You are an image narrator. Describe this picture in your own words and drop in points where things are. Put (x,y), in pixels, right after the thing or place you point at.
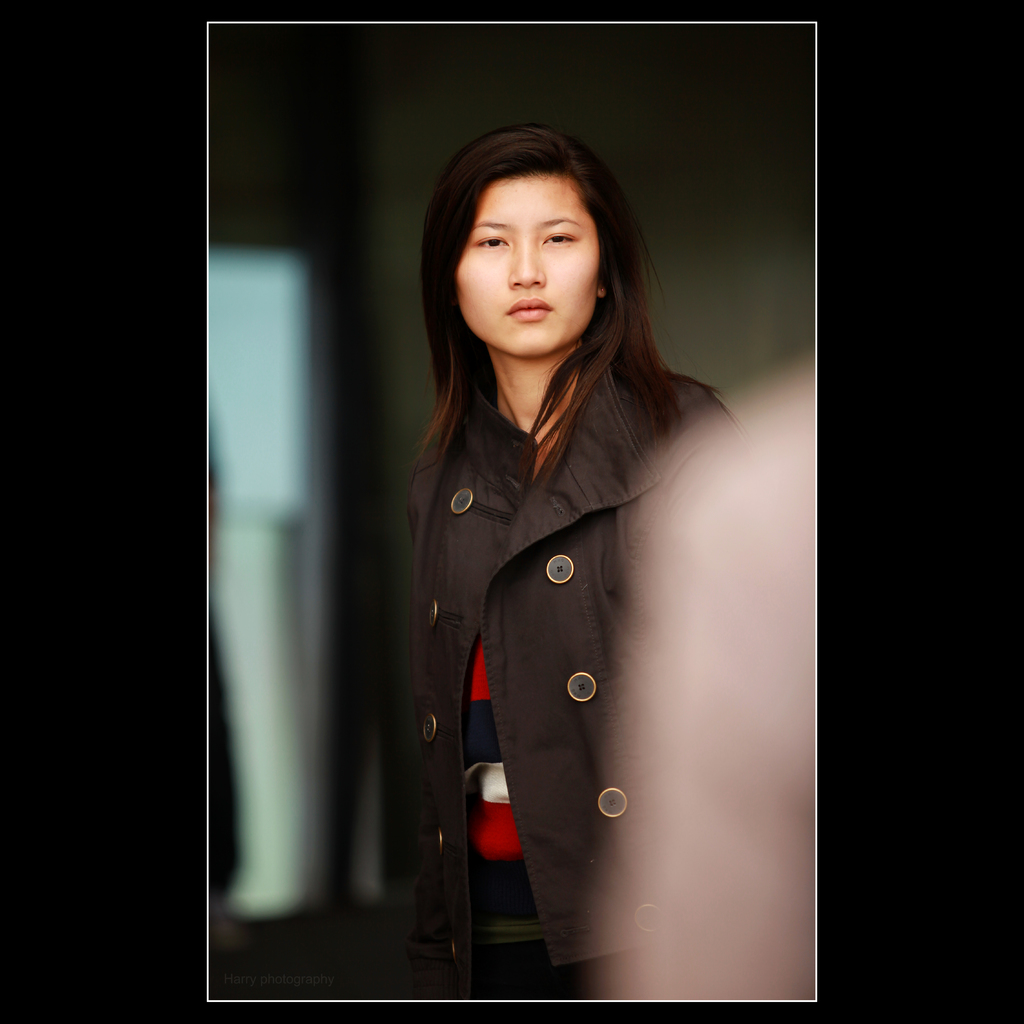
In the center of the picture (555,587) there is a woman (539,595) in black jacket (562,526). The picture has black border (93,565). The background of image (259,382) is blurred. On the right (716,618) there is a person's hand (723,855).
